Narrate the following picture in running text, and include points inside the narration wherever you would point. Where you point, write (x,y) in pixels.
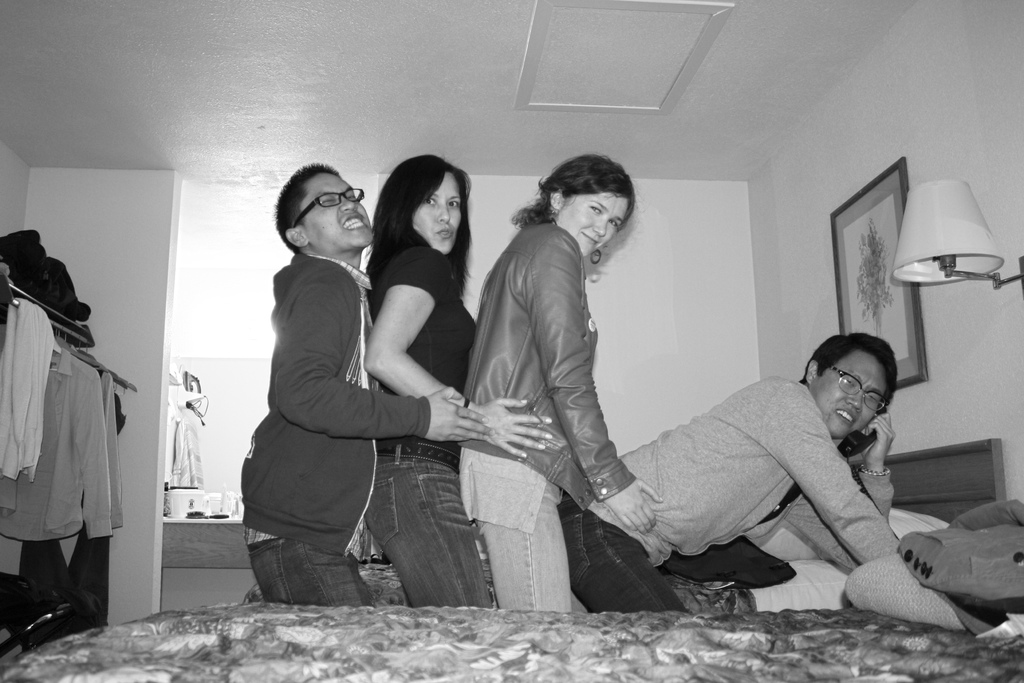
In this image there are four people (365,412) kneeling next to each other. In the foreground (291,619) there is a bed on it there are blanket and pillows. In the left (34,386) there is cloth rack (45,430). On the wall (946,291) there is a painting (876,291) and a lamp (902,253). In the background (196,537) there are few other things (187,484).
